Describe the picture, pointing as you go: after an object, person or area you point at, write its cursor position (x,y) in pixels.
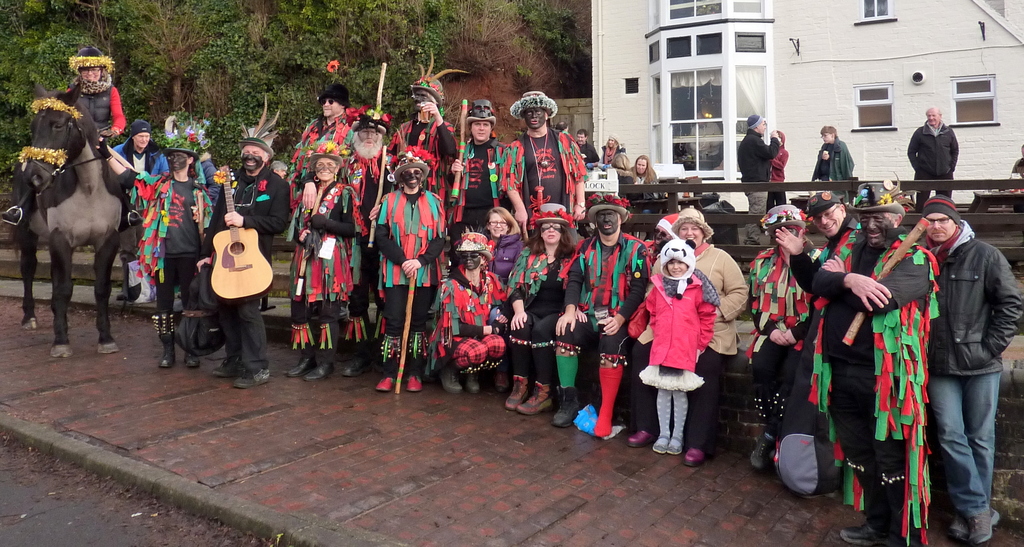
There are group of people (318,177) standing, wearing a costume (366,186) and holding the sticks (464,117) in their hands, and few people (652,278) are sitting in the bench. Here is the man (275,204) standing and holding guitar (226,235). I can see another person (109,121) sitting on the horse (60,196). This is a building (774,59) with windows (961,99). These are the trees (201,39) at the background (260,49). This looks like a curtain (751,96) which is inside the building (835,100).
